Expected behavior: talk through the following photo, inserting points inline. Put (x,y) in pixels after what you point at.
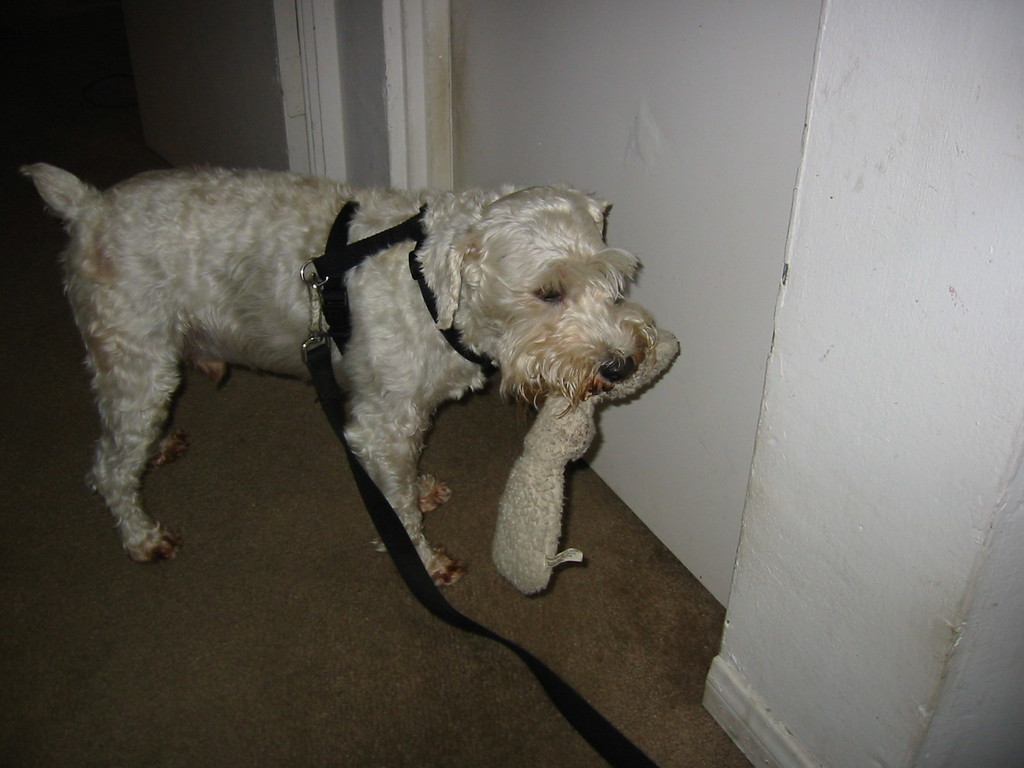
In this picture we can see a white dog (275,235) with a black belt (400,234) around his neck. The dog (611,347) is holding something in his mouth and standing on the floor (180,470) in front of a white wall (687,339).
